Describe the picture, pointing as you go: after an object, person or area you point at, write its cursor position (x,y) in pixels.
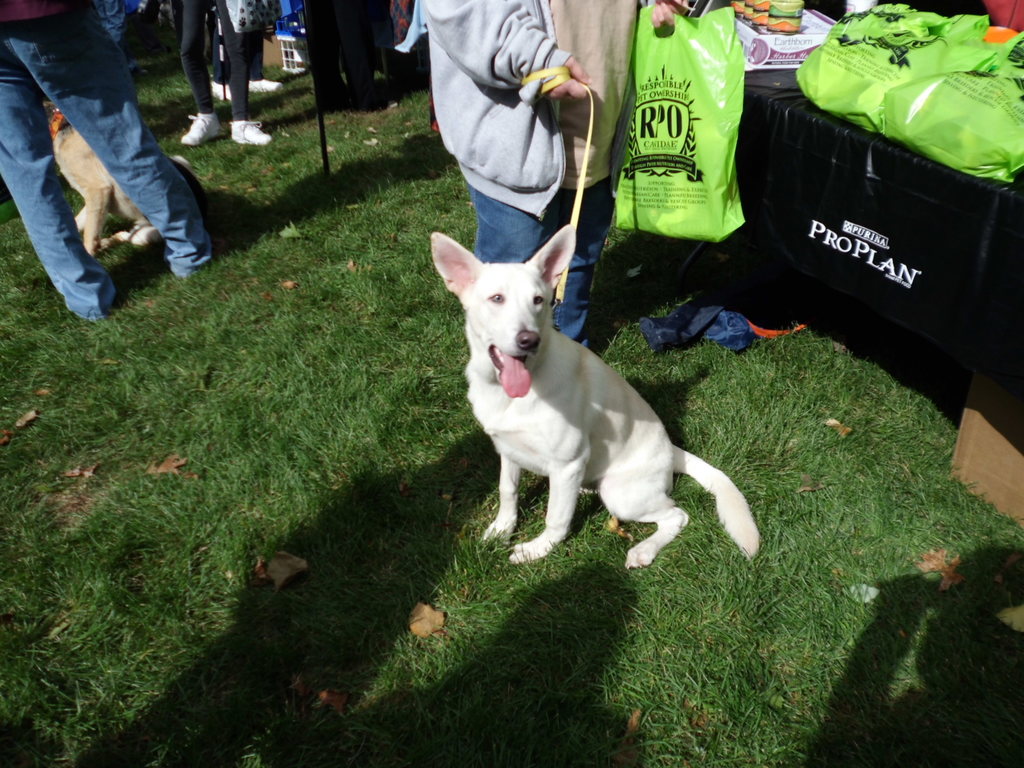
In the foreground of the picture (684,520) there is a dog (583,414), in the grass (404,487). It is sunny. At the top (348,45) there are people (432,39) standing. On the left (93,155) there is another dog (93,170). On the right (945,252) there are covers (852,79), boxes (777,43) and tables (809,165).
